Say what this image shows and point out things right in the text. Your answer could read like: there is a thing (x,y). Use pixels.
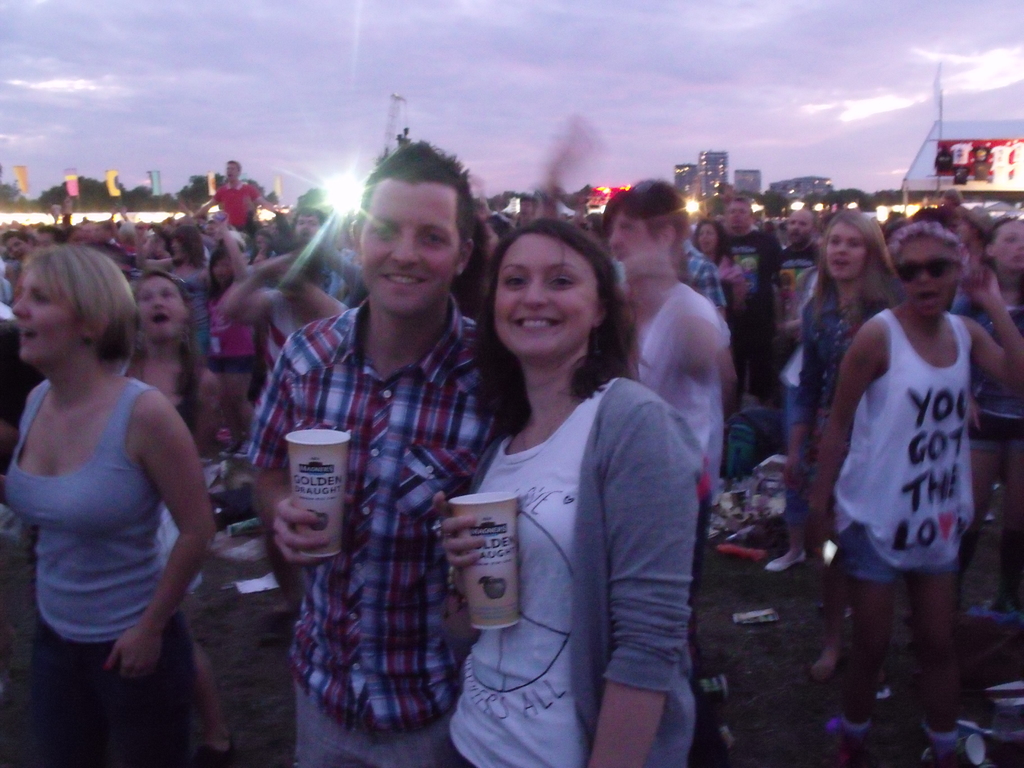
In this image, we can see a group of people (658,205) are standing on the ground (290,692). Here we can see woman (571,515) and man (450,482) are holding a glasses (311,498). They are watching and smiling. Background (968,181) we can see trees (851,198), buildings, hoarding (1013,175) and sky (566,79).
